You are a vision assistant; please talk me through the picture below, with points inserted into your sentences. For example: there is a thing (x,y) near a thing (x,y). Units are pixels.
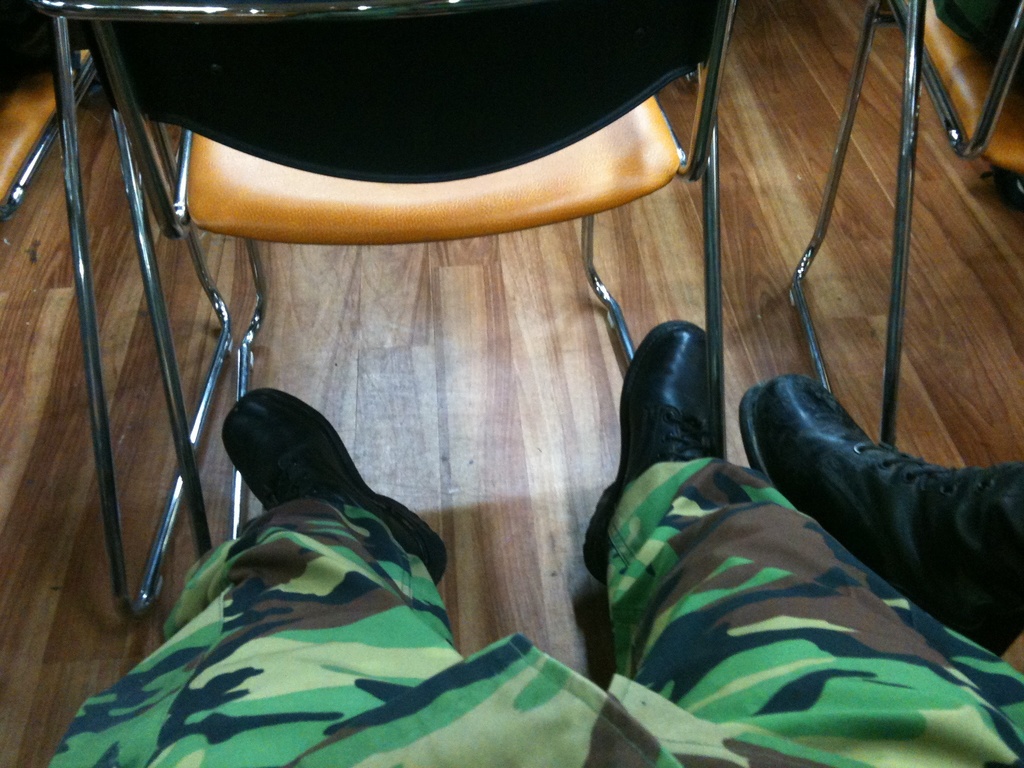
In the picture we can see a chair (561,178) on the wooden floor (658,274) and behind it, we can see a person's leg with army trouser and black shoes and beside it also we can see a shoe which is black in color and in front of it we can see a part of the chair (646,40).
